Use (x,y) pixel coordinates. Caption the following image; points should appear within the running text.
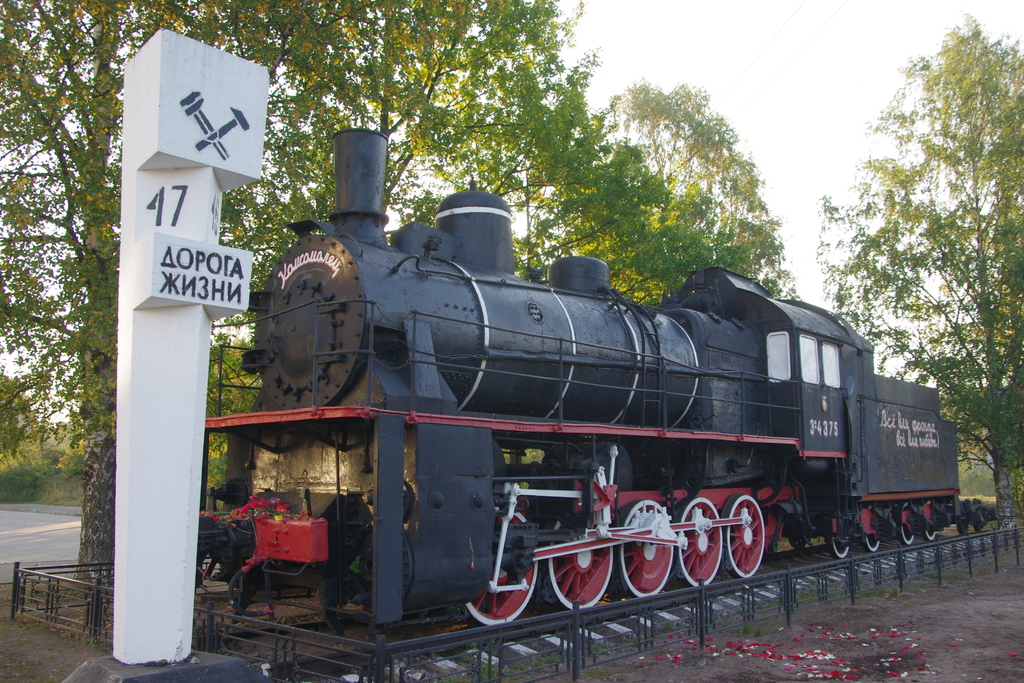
In the center of the image (617,447) we can see railway engine (622,524) on the railway track (535,637). In the background (592,208) we can see trees (269,193), road (79,511) and sky (588,36).
